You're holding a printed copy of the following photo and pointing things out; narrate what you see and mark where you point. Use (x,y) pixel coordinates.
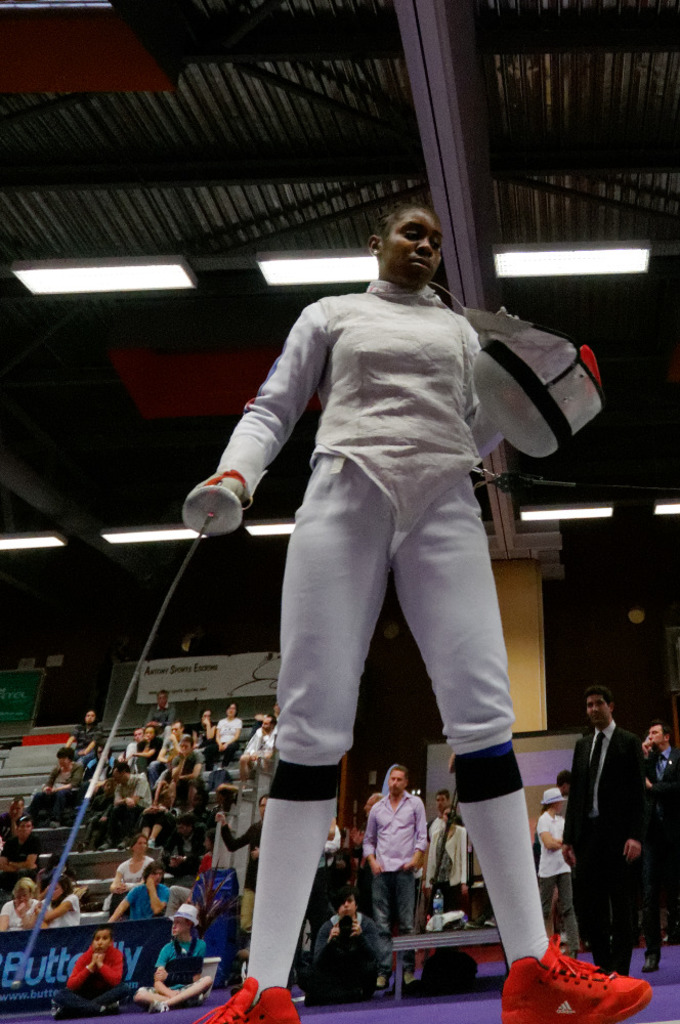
In the middle of the image (438,369) a woman (310,325) is standing and holding a helmet (557,365) and sword (232,494). Behind her few people (609,945) are standing and sitting. Top of the image (554,240) there is roof (541,242) and lights (322,271).
